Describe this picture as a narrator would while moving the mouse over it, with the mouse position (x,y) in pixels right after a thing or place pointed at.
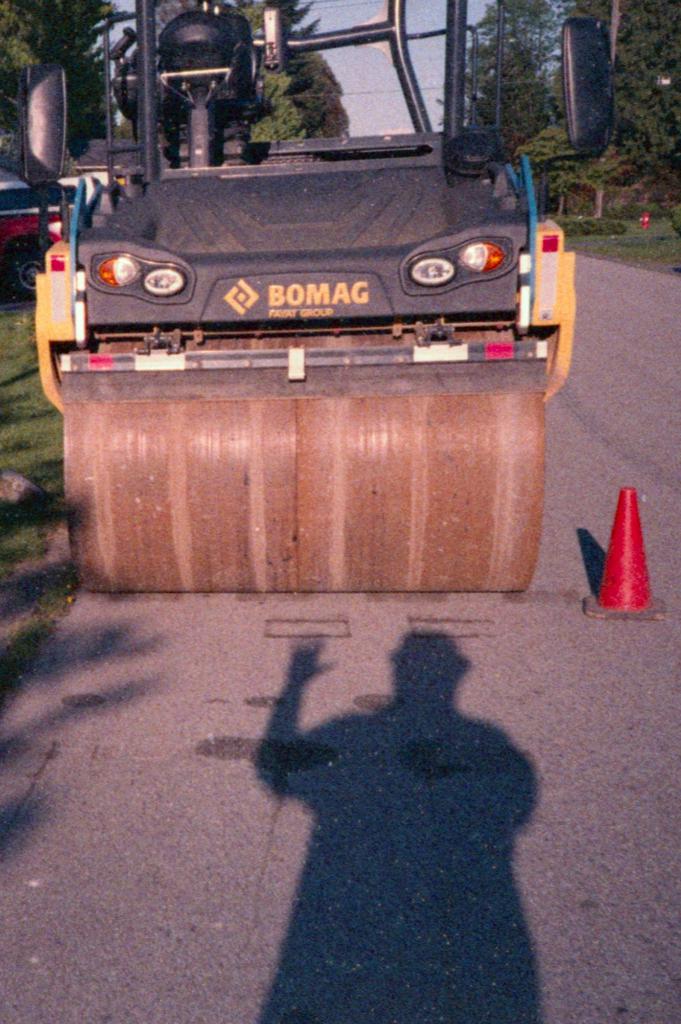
In this image in the center (286,536) there is one vehicle (301,394), at the bottom (329,881) there is a road (533,782) and on the road (346,823) there is one person's shadow (352,845) is visible. In the background (63,63) there are some trees (621,147) and sky (345,84).
